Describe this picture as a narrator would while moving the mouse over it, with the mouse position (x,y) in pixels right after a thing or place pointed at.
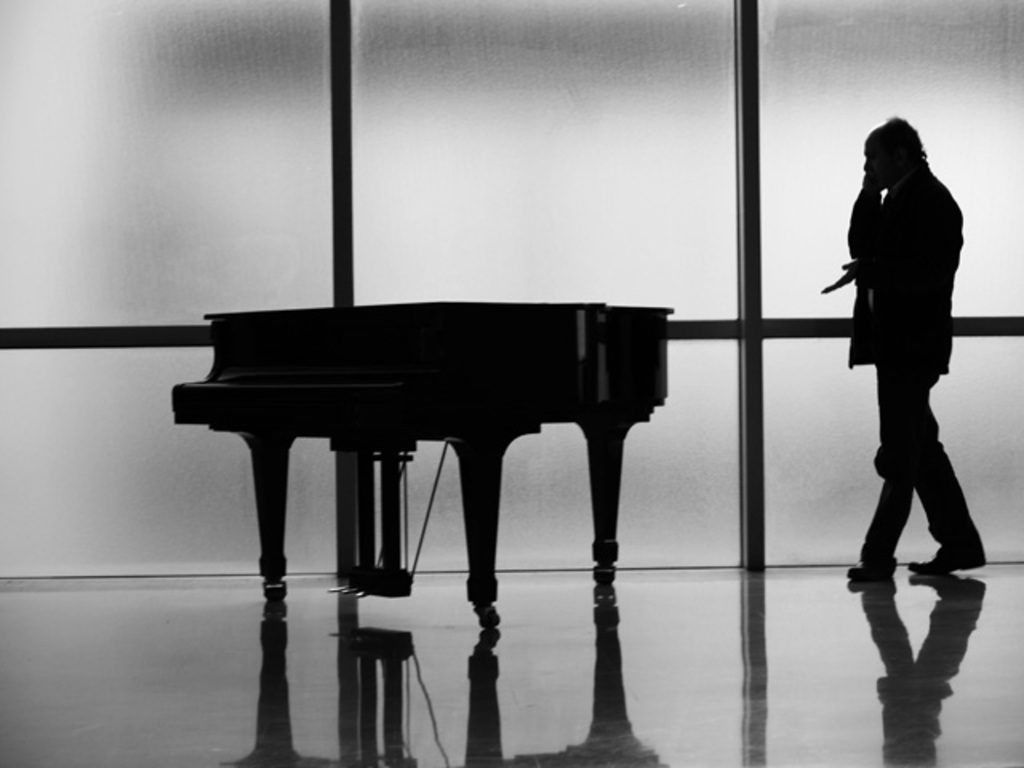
In this black and white picture there is a man (885,430) walking. There is also a piano table (478,420) in the room (437,368). In the background (266,128) there is wall (526,106).
